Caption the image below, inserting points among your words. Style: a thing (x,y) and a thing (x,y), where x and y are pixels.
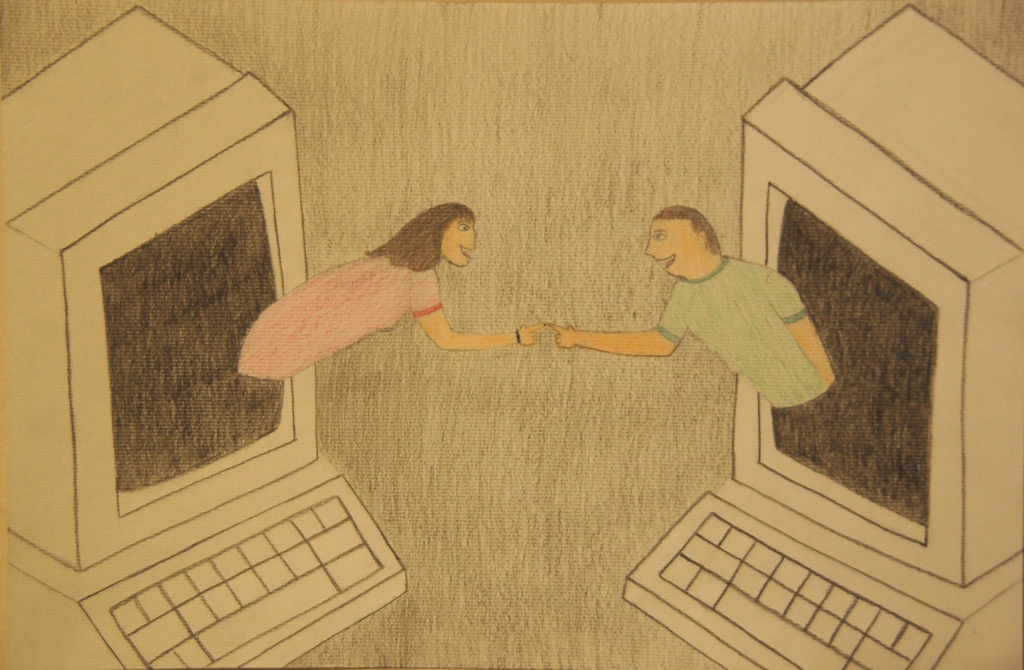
In this picture there is a painting (336,422) of a couple (374,312) coming out of a desktop (853,343) which is in left (207,272) and right corners and there is a keyboard (728,570) below the desktop (910,443).
